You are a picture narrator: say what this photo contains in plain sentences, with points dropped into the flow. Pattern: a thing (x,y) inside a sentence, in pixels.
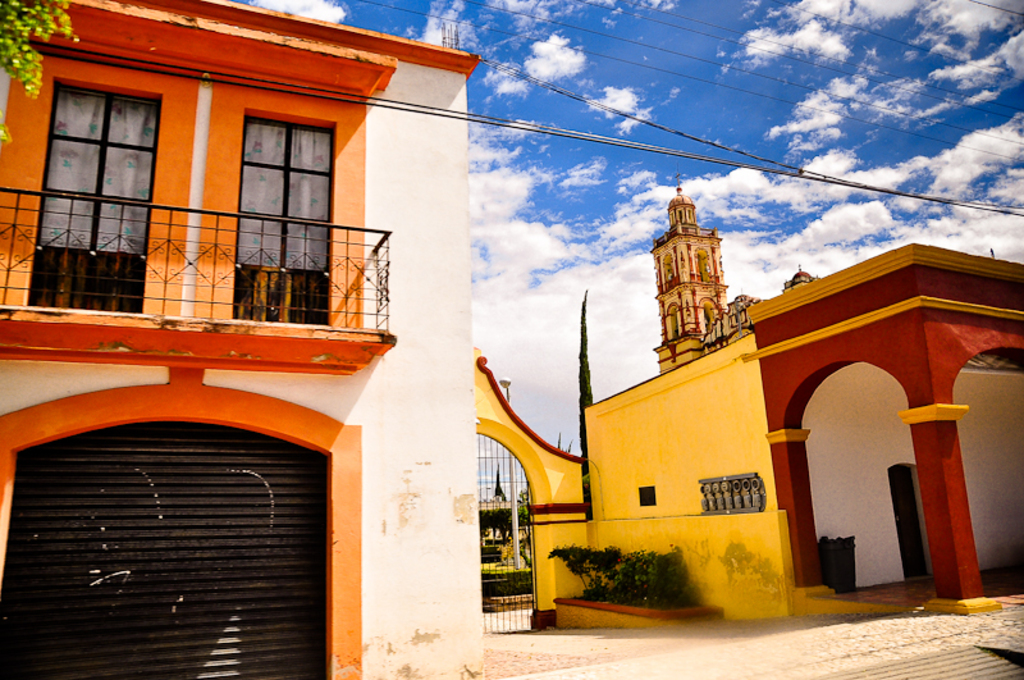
In this picture we can see few buildings (450,459), plants (627,571), cables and trees (586,462), and also we can see clouds (545,351).
